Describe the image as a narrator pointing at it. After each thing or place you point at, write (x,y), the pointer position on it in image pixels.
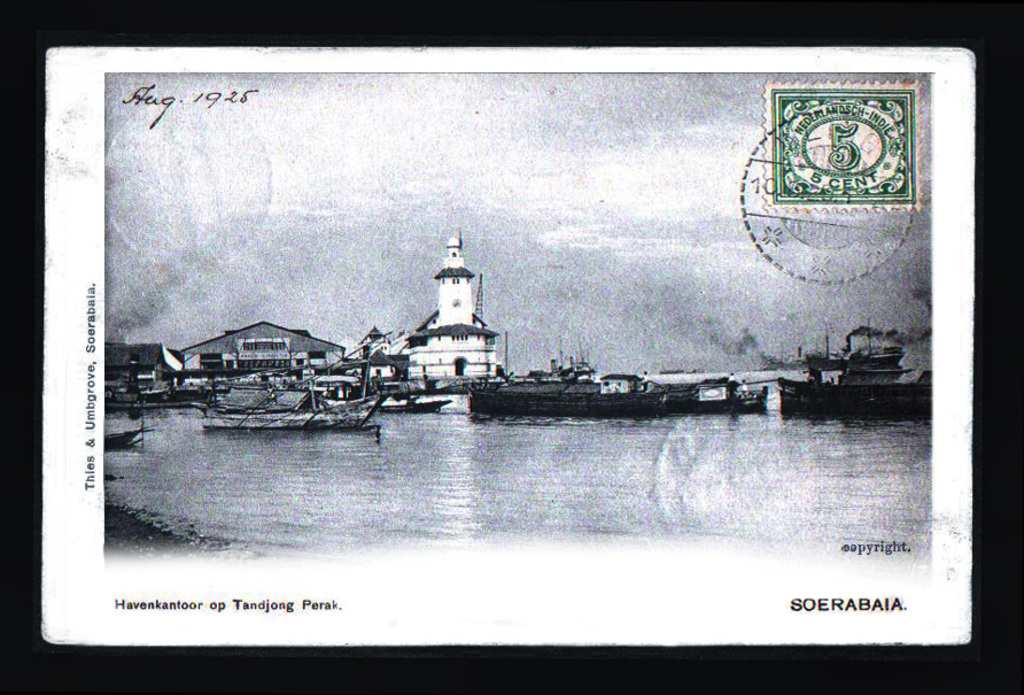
This is a black and white image, in this image in the center (352,460) there is a lake (548,462). In that lake (499,463) there are some ships (313,406) and in the background (224,370) there are some buildings (430,332), and at the top (175,113) and bottom of the image (177,601) there is some text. And on the right side of the image (771,165) there is some stamp (809,137).
